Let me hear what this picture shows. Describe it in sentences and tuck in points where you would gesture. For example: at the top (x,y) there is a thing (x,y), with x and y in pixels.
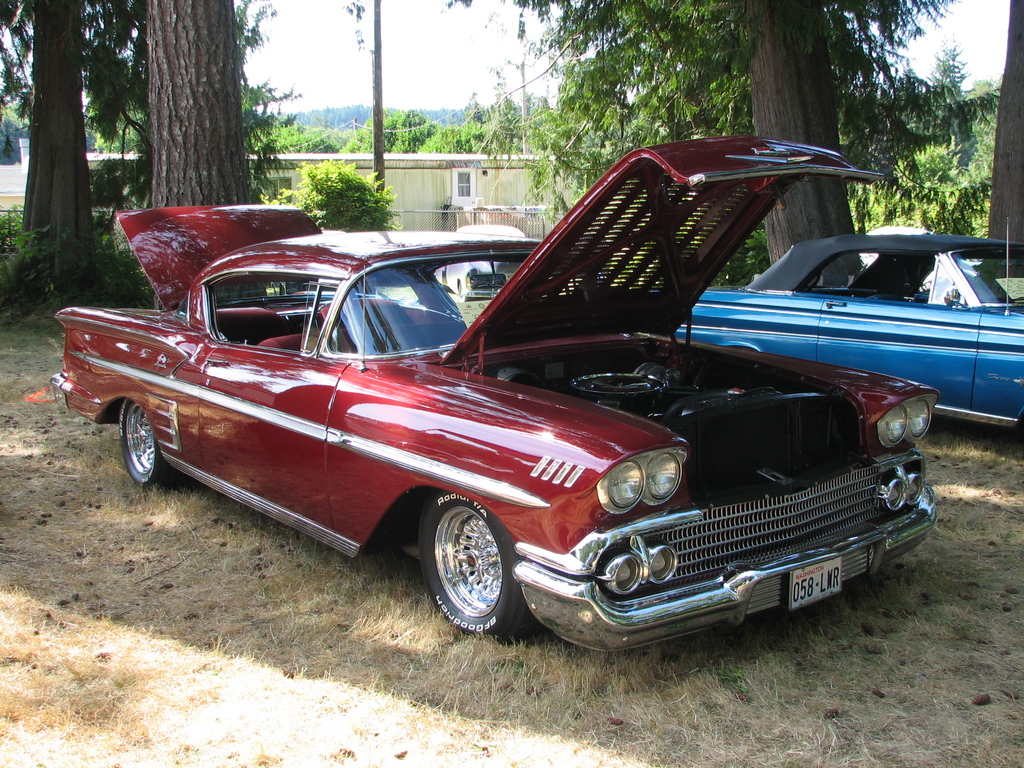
In the picture we can see a vintage car (550,442) which is red in color parked on the dry grass (159,597) and beside it also we can see another car (737,338) which is blue in color and in the background (87,283) we can see some trees (174,40) and plants (326,179) near to it on the path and behind the trees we can see a pole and wall (404,193) and behind it also we can see trees (421,131), hill (304,122) and sky (474,89).
